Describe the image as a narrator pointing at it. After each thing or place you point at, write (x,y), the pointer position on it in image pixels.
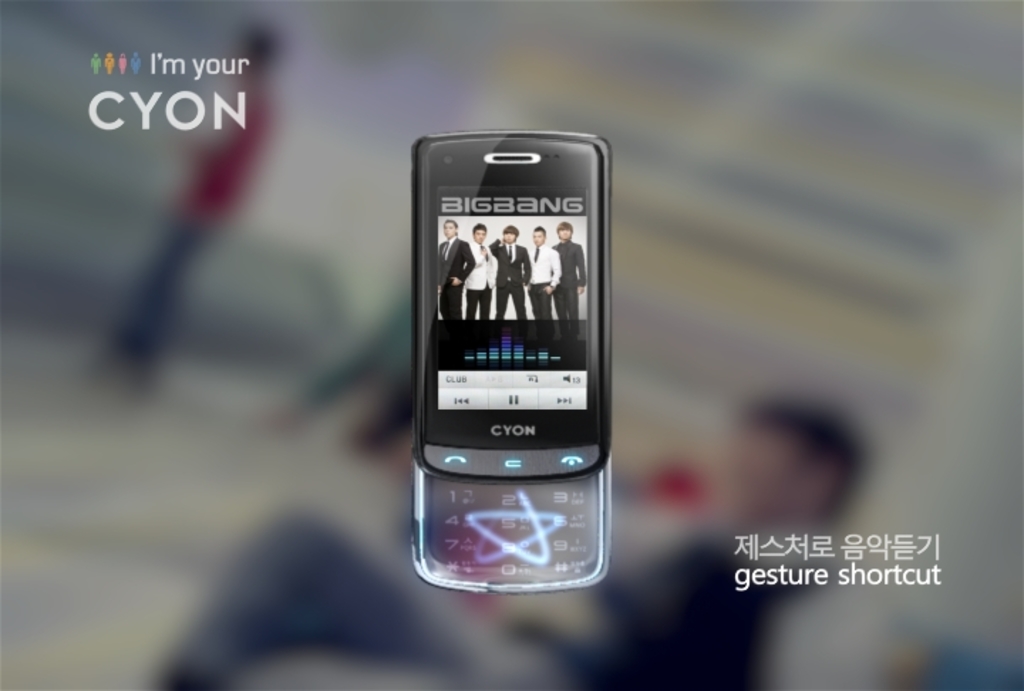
This is an edited image. In this image, in the middle (560,283), we can see a mobile (550,458), in the mobile (512,353), we can see some pictures (510,244) and a keyboard (540,586). On the right side (736,552), we can see some text (941,583).
